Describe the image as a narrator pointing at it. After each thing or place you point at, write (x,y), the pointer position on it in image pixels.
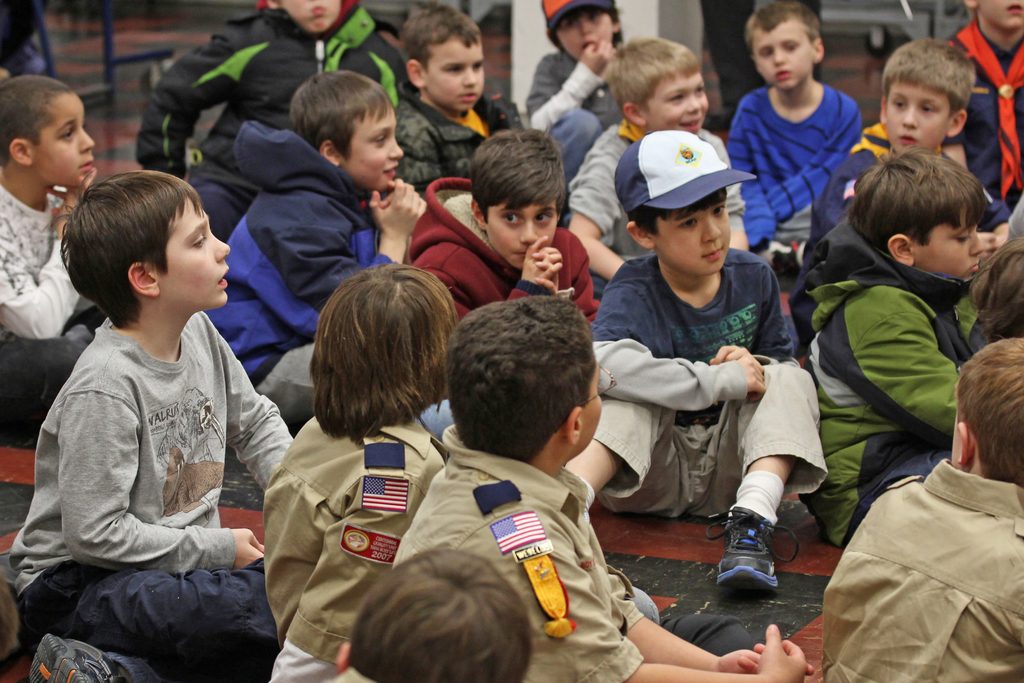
In this picture we can see the kids (301,297) are sitting on the floor (800,541) and some of them are wearing the jackets (944,325). In the middle of the image (668,435) we can see a boy (711,309) is wearing a cap (675,144). At the bottom of the image (563,593) we can see three people (593,537) are wearing the uniforms (923,510). At the top of the image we can see a pillar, rods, wheel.
